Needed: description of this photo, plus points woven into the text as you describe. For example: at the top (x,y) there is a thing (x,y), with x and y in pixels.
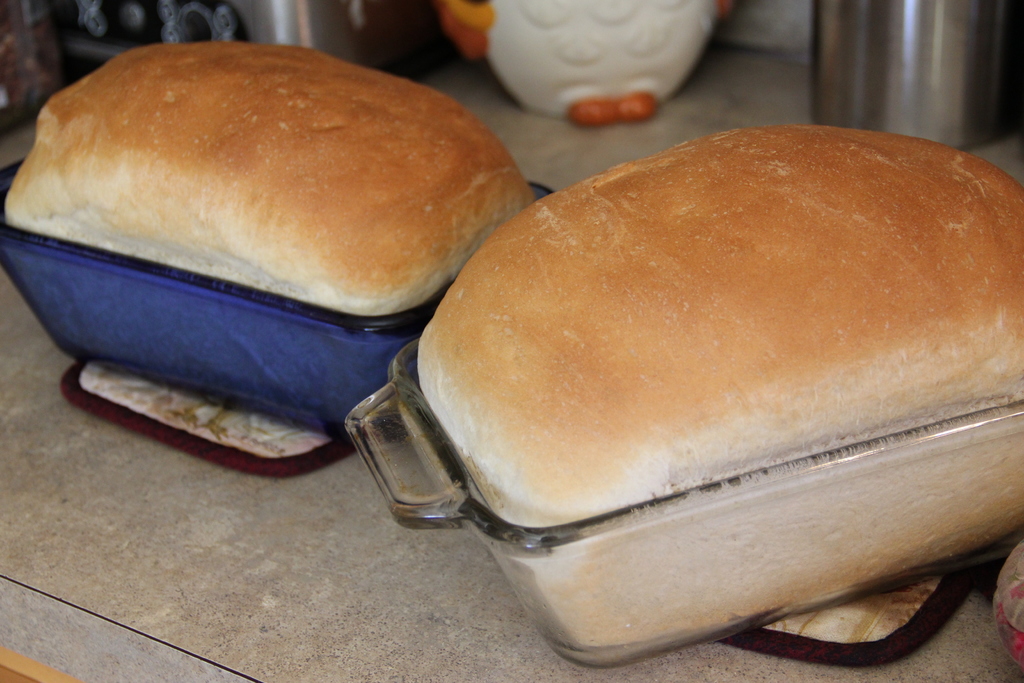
In this image, we can see buns (283,230) in the glass bowls (384,326) and there are some containers (571,53) and some mats (158,430) are on the table (186,593).
